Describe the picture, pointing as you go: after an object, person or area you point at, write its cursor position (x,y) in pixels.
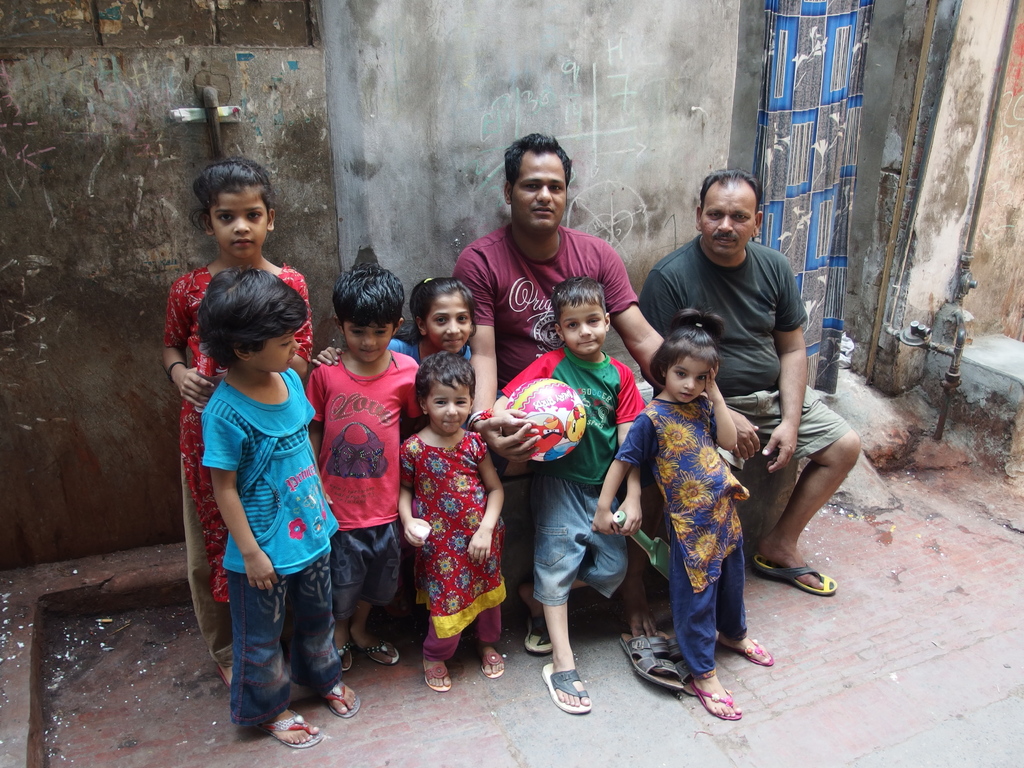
These kids (244,473) are standing and there are two men (548,319) sitting. This boy (585,309) holding a ball (516,393). Behind these people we can see wall (736,95).
